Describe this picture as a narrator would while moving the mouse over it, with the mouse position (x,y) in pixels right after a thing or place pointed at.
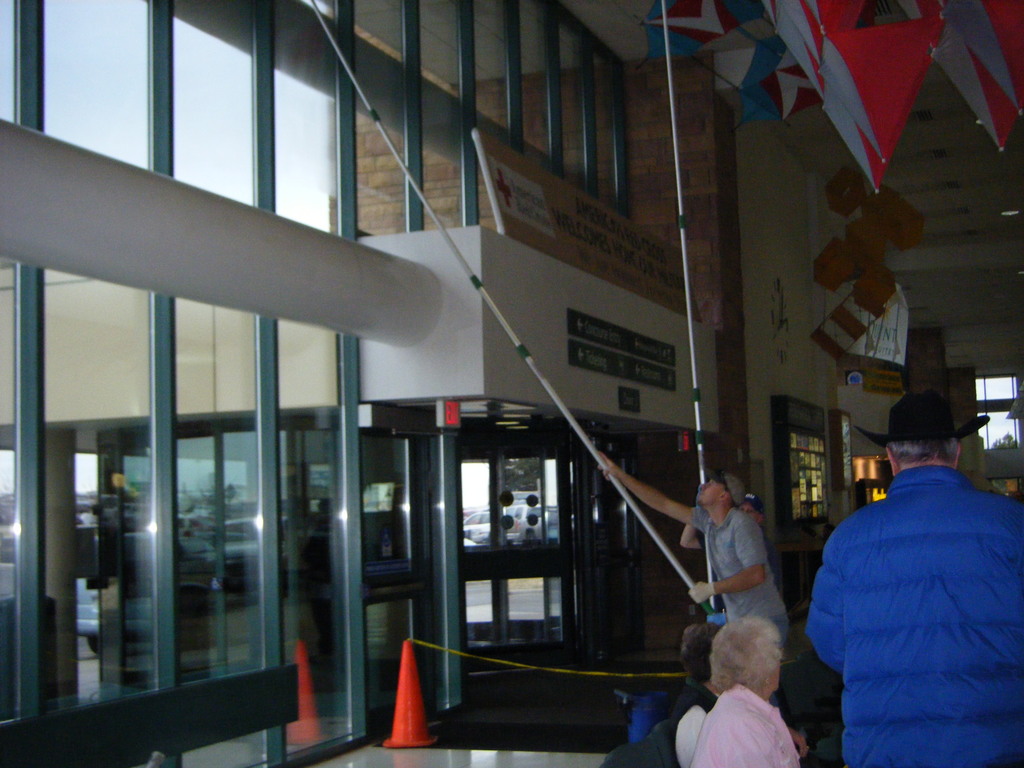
In this image there is a person (883,557) walking, beside the person (921,586) there are two people (707,715) sitting on chairs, behind them there is a person (724,594) cleaning the glass walls (387,115) by holding a brush pole (418,190) in his hand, behind him there is another person (760,515) standing by holding a pole (691,326), in front of them there is a traffic cone (404,691), behind the cone (415,702) there are glass doors (381,481) and walls (432,203) supported with metal rods (466,204), on the entrance (552,355) there is some names (570,350) on the wall (527,380), in the background of the image (786,483) there are some display boards (783,451) and flags (836,274) on the walls (847,400), at the top of the image (951,219) there is rooftop (931,91), from the glass (256,568) we can see there are a few cars (210,552) parked outside the building (427,411).
